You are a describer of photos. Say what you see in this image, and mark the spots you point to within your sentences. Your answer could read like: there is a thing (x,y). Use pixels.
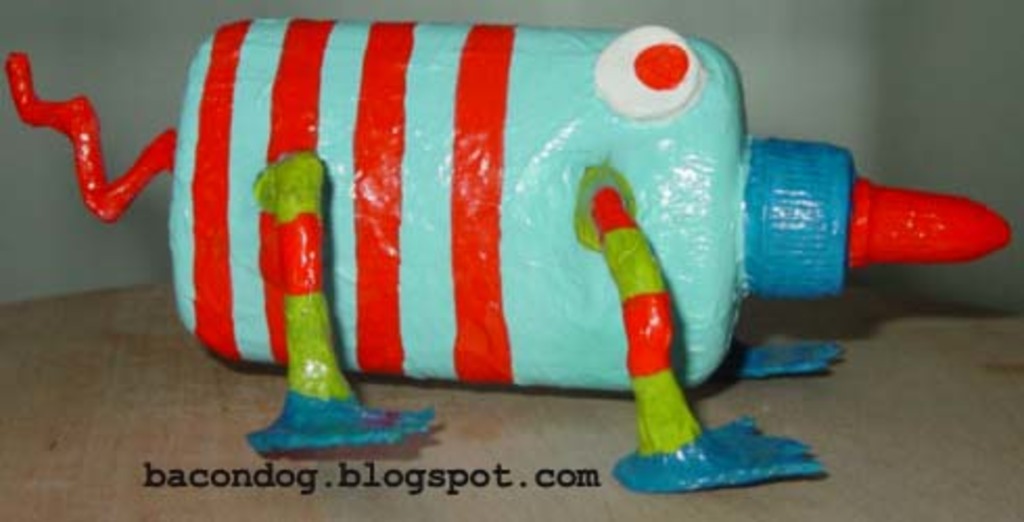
There is an image with a toy (551,242) on the table (938,342). And at the back (786,138) there is a wall (163,243). And there is some text (347,481) written on it.
